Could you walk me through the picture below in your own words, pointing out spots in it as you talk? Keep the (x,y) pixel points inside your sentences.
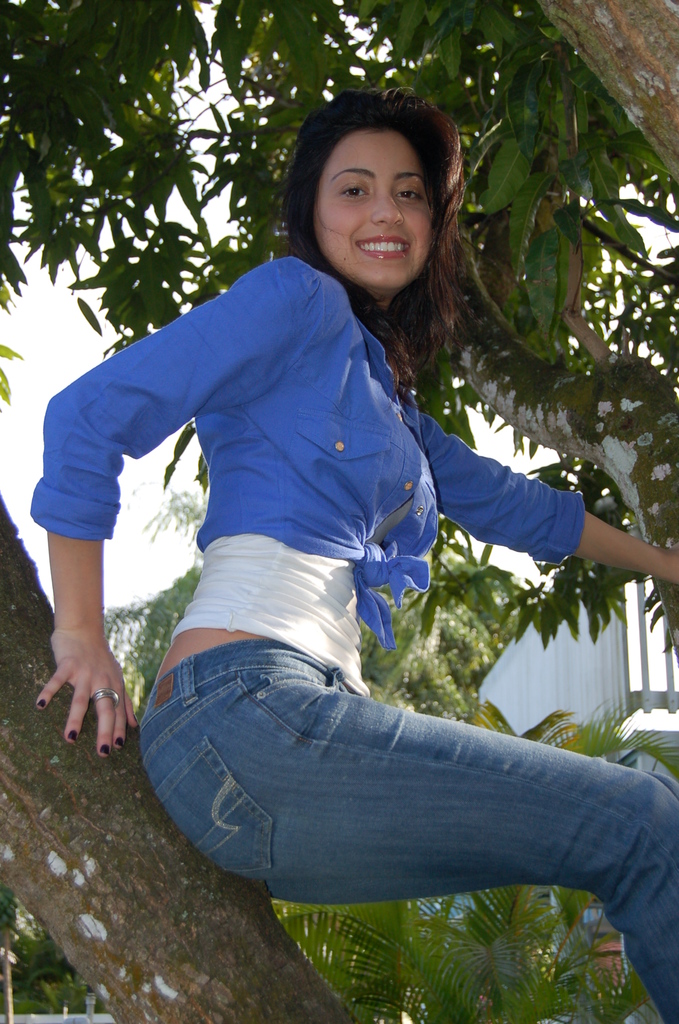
In the front of the image (633,790) I can see a woman (312,690) is sitting on the branch (109,768) and smiling. In the background of the image (400,938) there are trees (506,593), sky (23,345), wall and plants (403,982).
